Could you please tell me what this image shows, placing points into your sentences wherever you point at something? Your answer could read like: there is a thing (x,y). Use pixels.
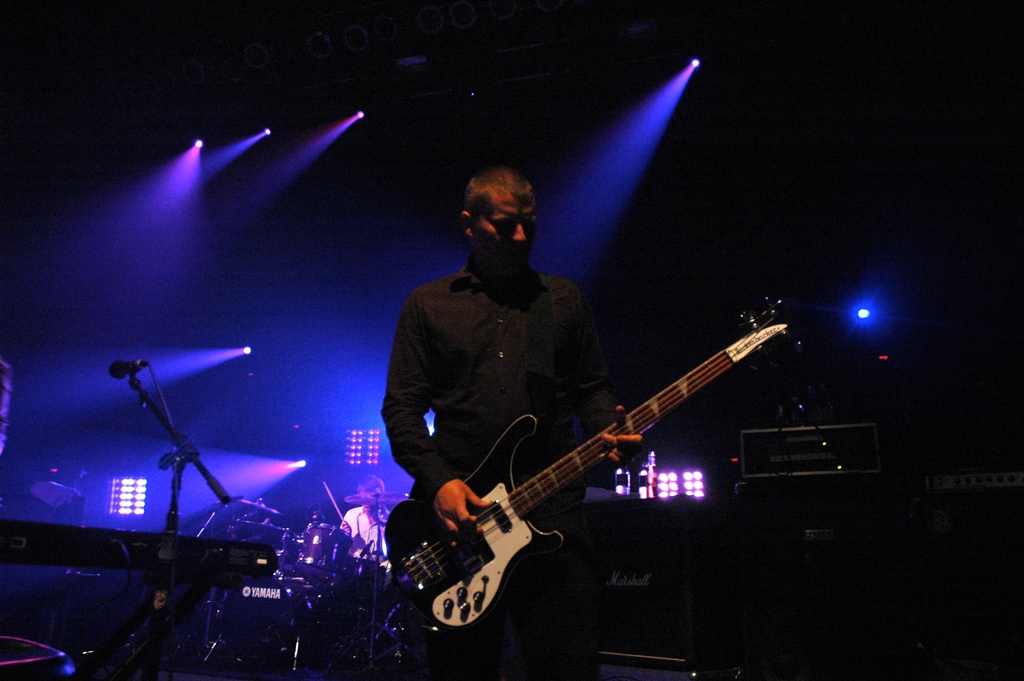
Here we can see a man (479,370) standing and holding a guitar (478,469) in his hands (617,449), and at back (365,502) here are the musical drums (382,493), and here are the lights (265,472).
